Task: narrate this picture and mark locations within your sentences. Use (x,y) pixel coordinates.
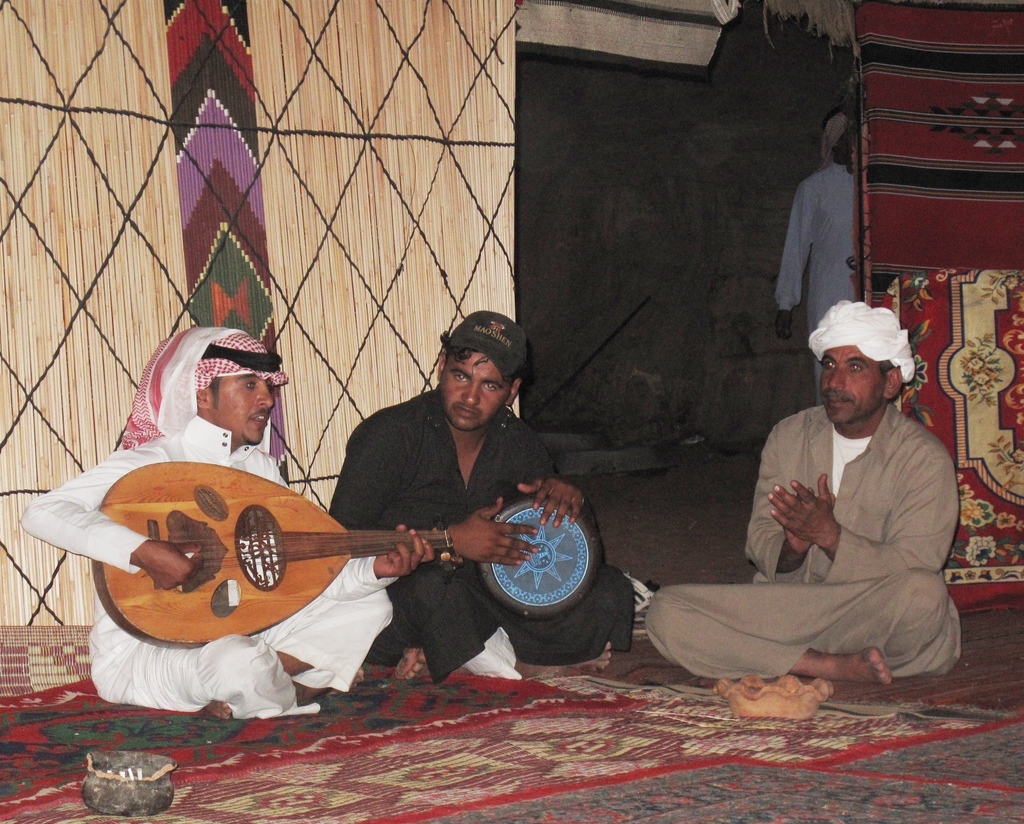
In this image we can see three men (415,614) are sitting on the floor (867,696). Two men (494,508) are playing musical instruments (407,537). At the bottom of the image (517,765), we can see carpet (679,783) on the floor (251,780) and one bowl (132,791) in the left bottom of the image (129,767). In the background of the image (831,220), we can see one person (838,227), wall (614,209) and cloth sheets (908,113).
